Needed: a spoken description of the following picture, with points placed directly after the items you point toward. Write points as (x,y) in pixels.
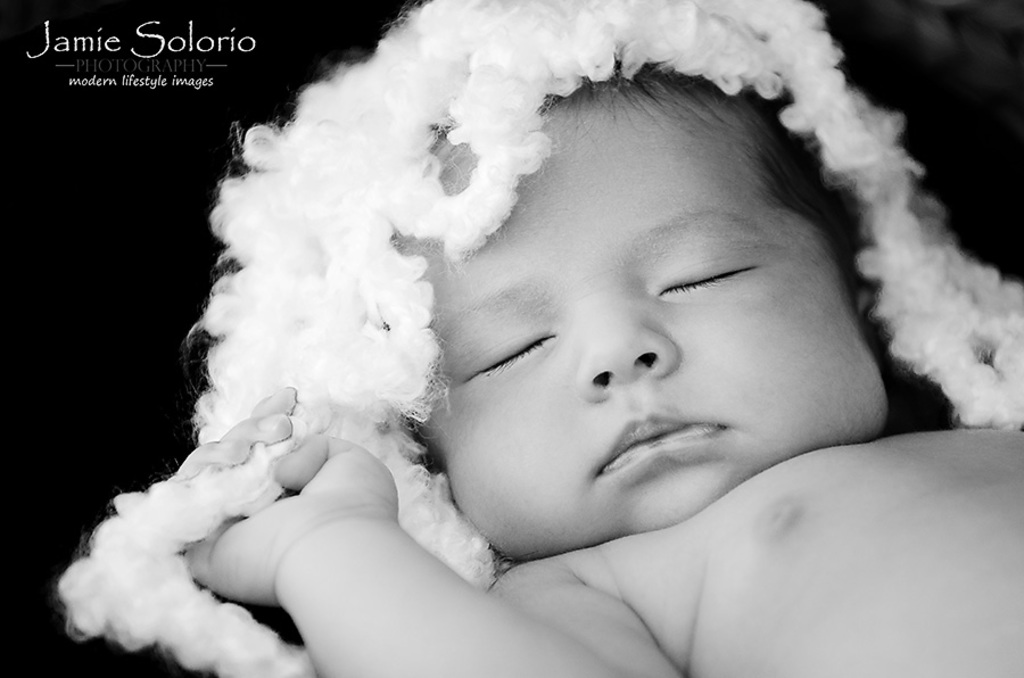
In this image I can see the black and white picture in which I can see a baby (706,424) and a white colored object (999,303). I can see the black colored background (105,316).
